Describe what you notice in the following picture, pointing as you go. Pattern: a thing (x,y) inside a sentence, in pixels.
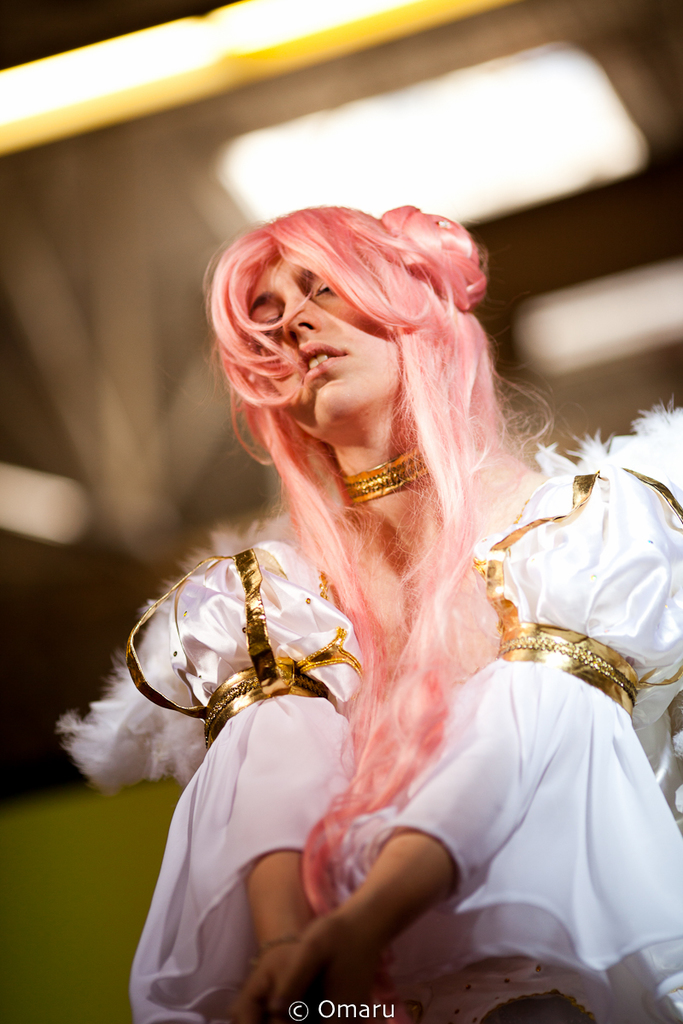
In this picture we can see a woman (384,471) wearing a white dress (267,733) with pink hair (244,341).
